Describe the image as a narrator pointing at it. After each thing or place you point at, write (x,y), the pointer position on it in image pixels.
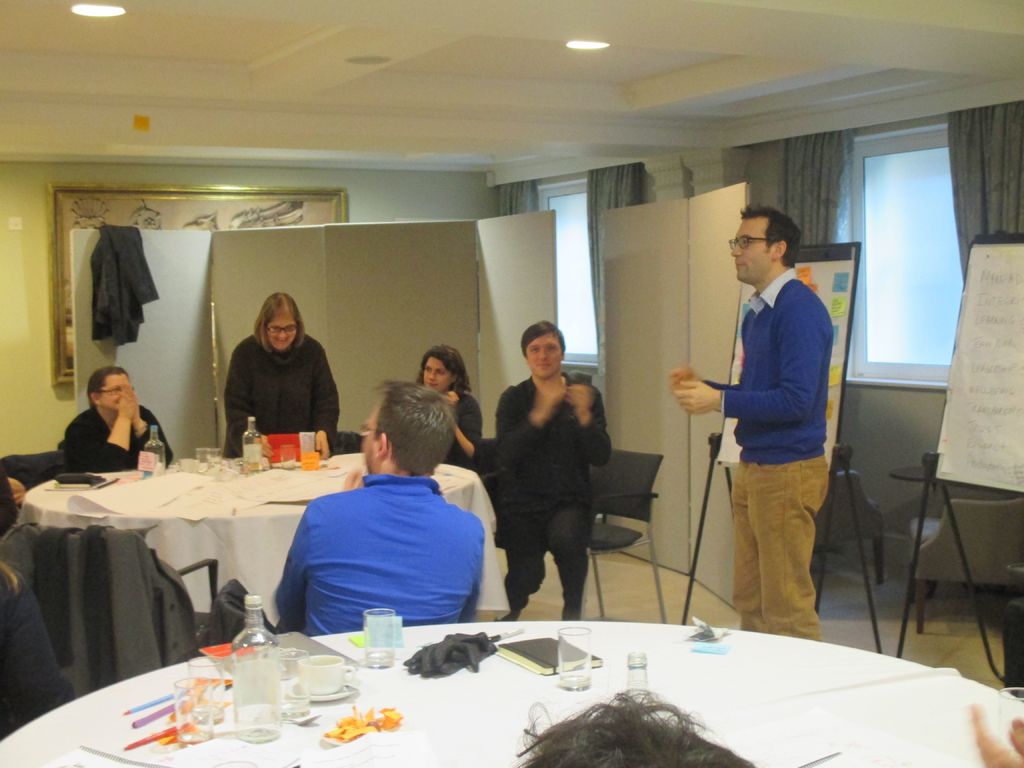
In this image there two tables (627,661) and the tables (696,698) are covered with cloth (439,710) and on that there are glasses (297,695) and the man (817,427) in the blue standing and there is roof top (588,67) which is in white color.
